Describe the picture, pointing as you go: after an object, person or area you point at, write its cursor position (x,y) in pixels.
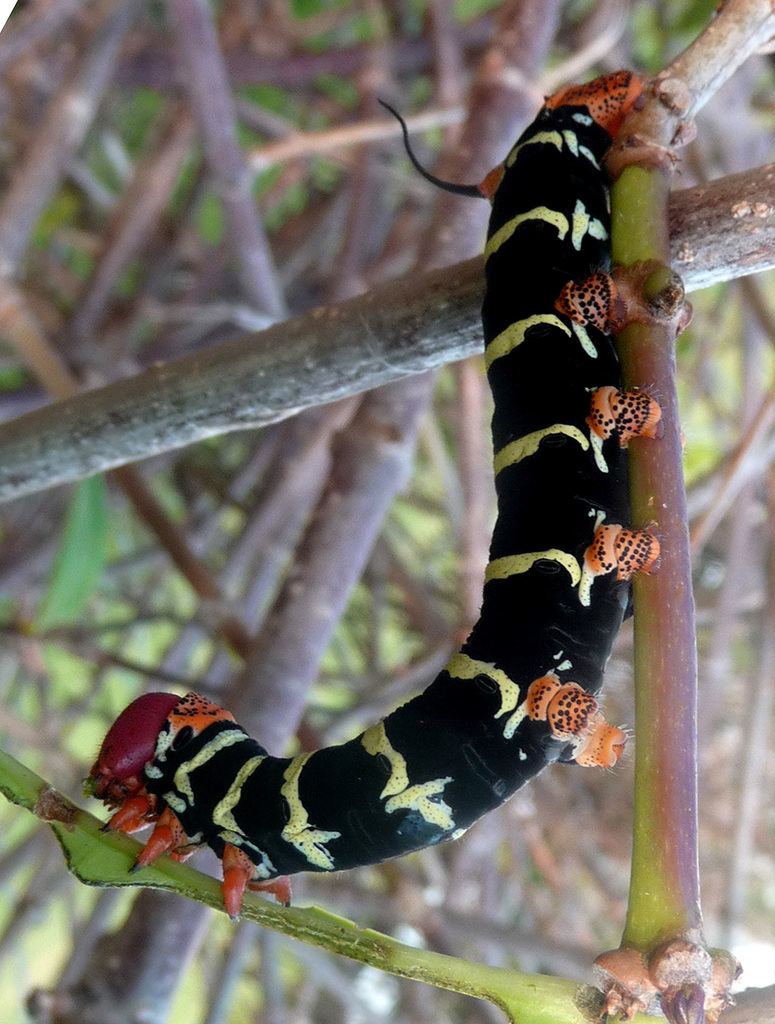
In this image it seems like a worm (485,660) which is on the tree stem (651,689). In the background (618,647) there are wooden sticks (266,602).
